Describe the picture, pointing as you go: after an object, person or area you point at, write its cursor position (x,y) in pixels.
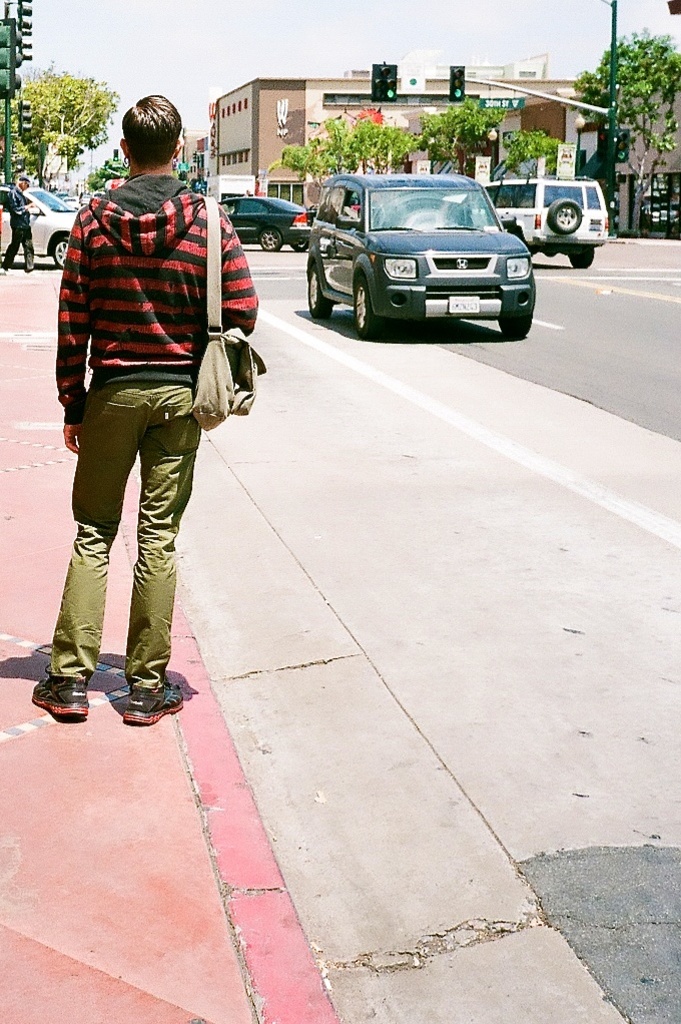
Here in the front (145,274) we can see a person (130,353) standing on the road (231,711) with a bag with him and in front of him we can see vehicles (456,265) present on the road (296,263) here and there and we can see other people (11,246) walking on the road (16,323) and we can see traffic lights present on poles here and there and we can see buildings (245,153) plants (537,155) and trees (545,147) present here and there.
